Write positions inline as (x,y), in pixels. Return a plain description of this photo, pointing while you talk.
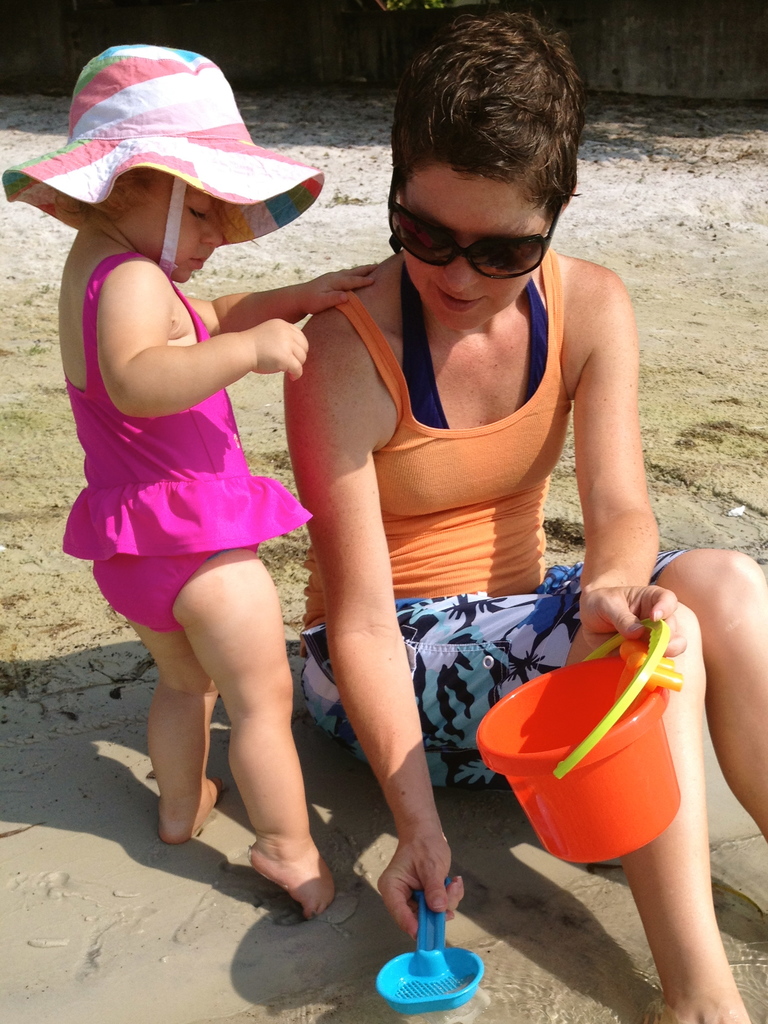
In this image I can see two people (275,622). I can see some objects (522,784). In the background (302,57), I can see the wall (635,56).
